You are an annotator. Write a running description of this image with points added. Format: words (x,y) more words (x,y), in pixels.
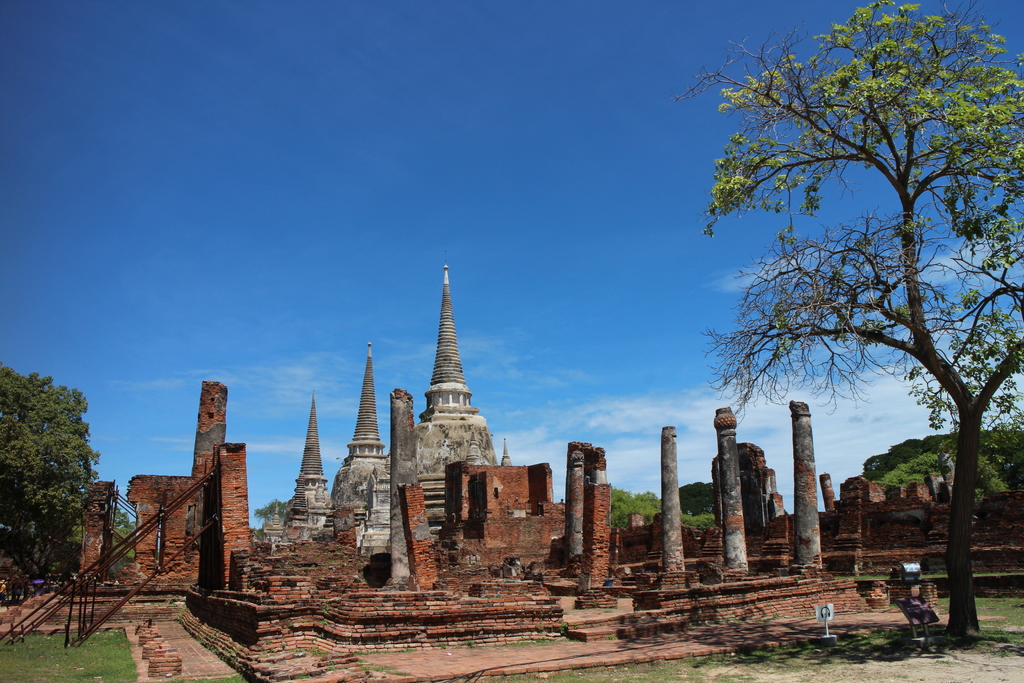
In this image we can see a ruins (302,469) with pillars (575,513) and brick wall (337,544). There is a ladder (120,570). On the sides there are trees (961,489). In the background (574,320) there is sky (421,243) with clouds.
